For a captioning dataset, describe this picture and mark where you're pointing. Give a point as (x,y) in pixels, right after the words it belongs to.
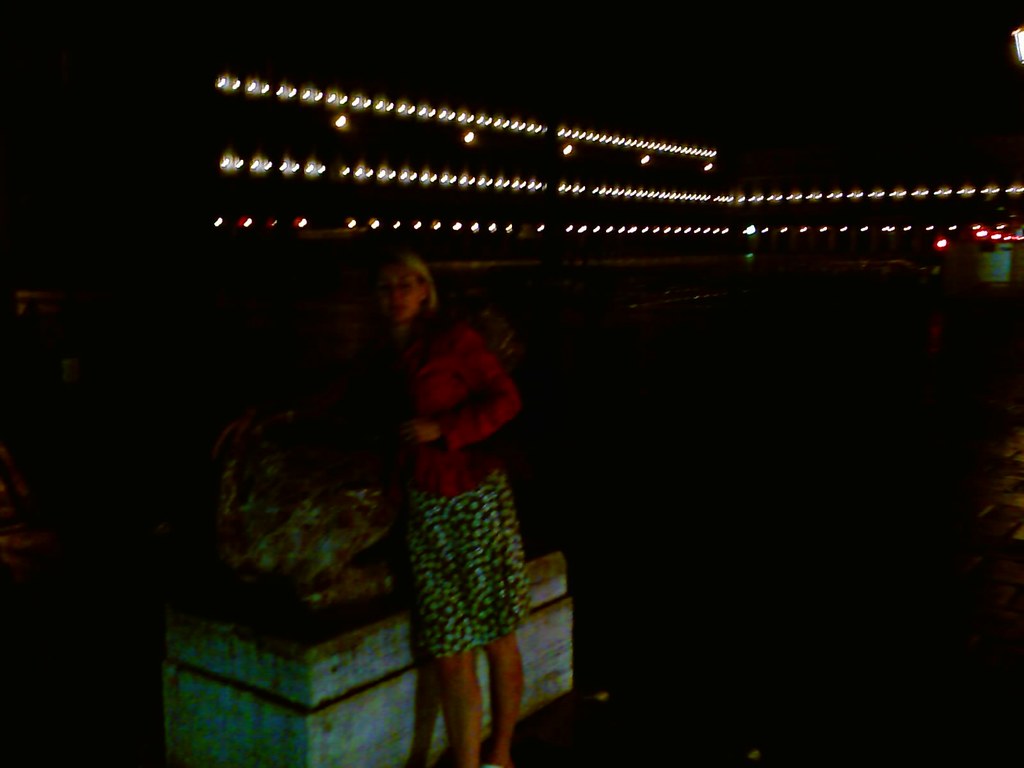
In this image, I can see a woman (461,661) standing and It looks like a sculpture (319,579) on a wall (368,630). In the background (1005,224), there are lights (246,218).
